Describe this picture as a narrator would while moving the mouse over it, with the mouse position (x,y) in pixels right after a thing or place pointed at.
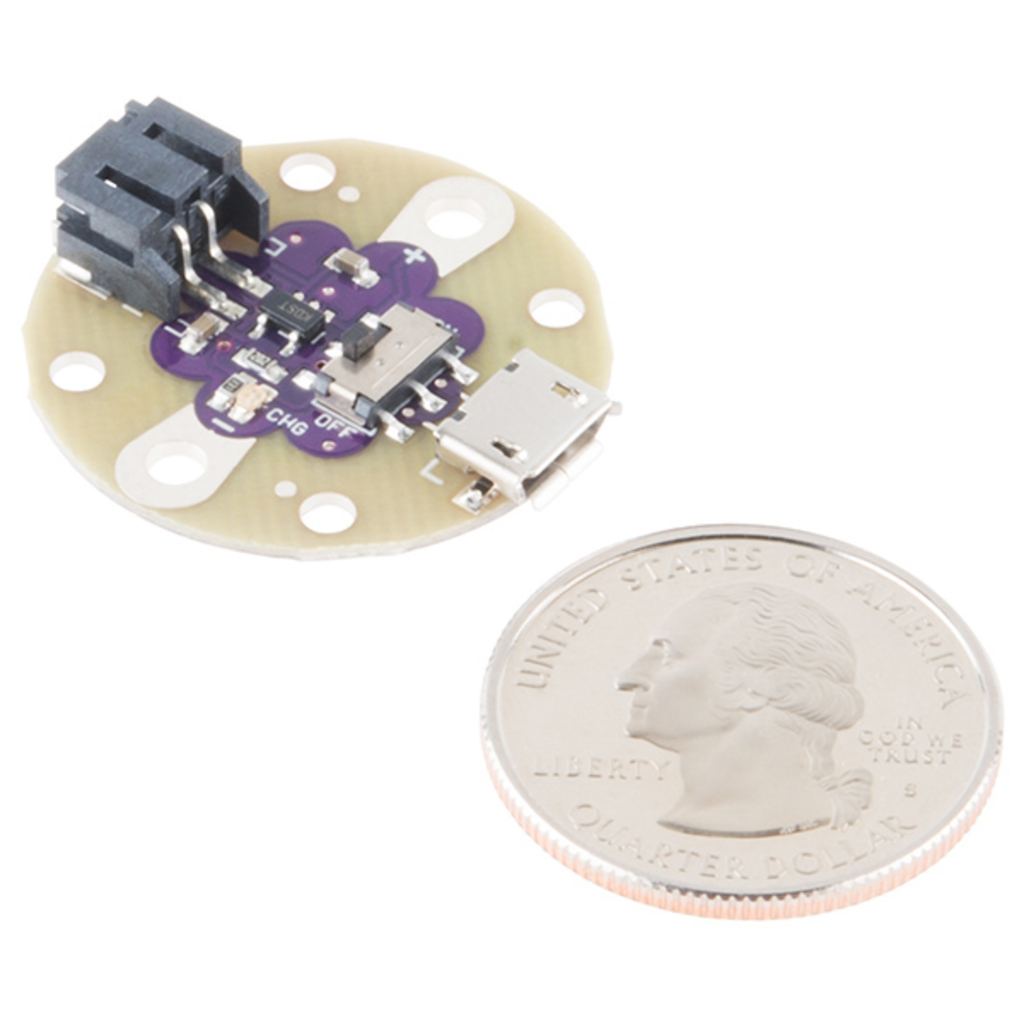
In the picture we can see an electronic device (480,464) with a chip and beside it, we can see a coin (702,708) with a symbol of a person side view of a head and written on it as the United States of America.
